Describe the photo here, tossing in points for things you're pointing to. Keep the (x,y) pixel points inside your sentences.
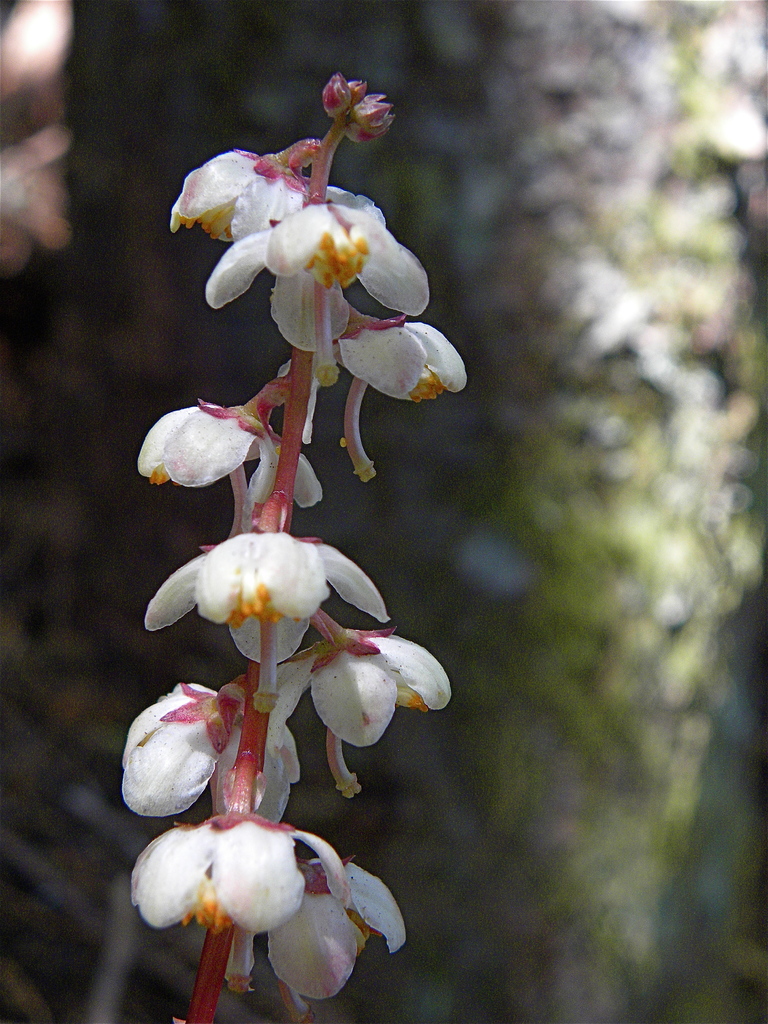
In the picture I can see white color flowers (253,587) of a plant (255,873) and the background of the image (476,33) is blurred, which is green in color.
